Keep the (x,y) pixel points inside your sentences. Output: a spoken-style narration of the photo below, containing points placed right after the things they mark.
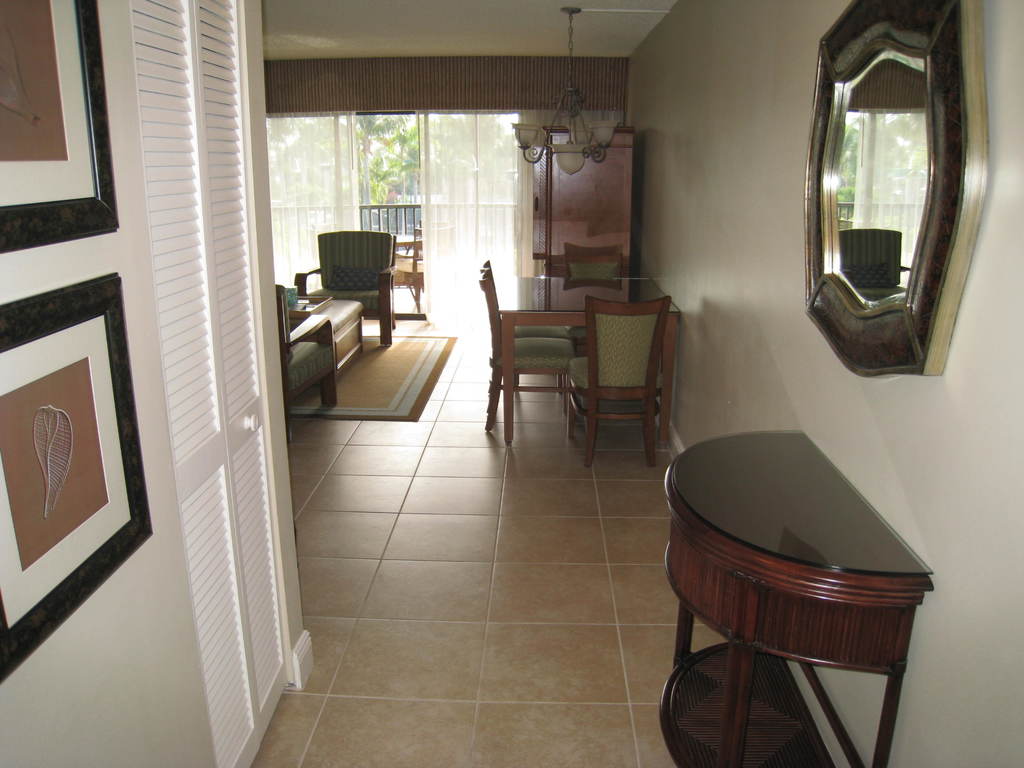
In this image we can see table (522,290), chairs (389,252), mirror (875,205), lights (534,136), door (166,184), photo frames (12,229), curtains (288,230), mats (384,370) and trees (379,182).
